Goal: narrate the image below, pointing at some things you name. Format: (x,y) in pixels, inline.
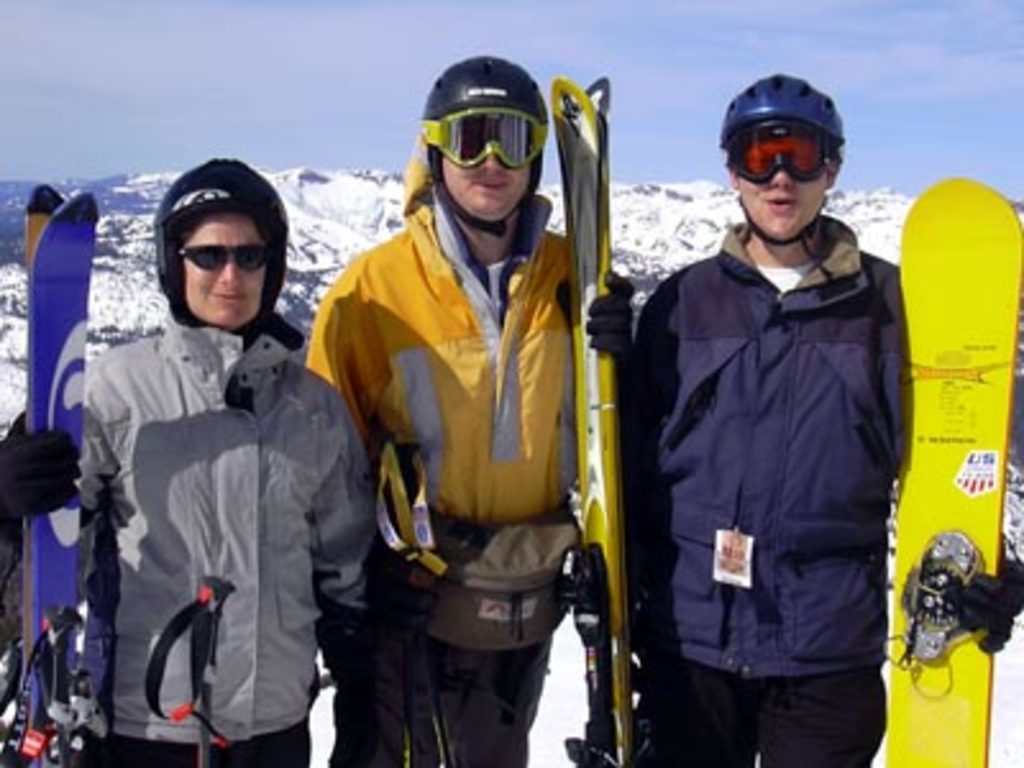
In the front of the image (620,694) three people (496,737) are standing wore jackets (269,409) and holding boards (910,488). In the background (108,223) there is a snowy and cloudy sky (335,139).
